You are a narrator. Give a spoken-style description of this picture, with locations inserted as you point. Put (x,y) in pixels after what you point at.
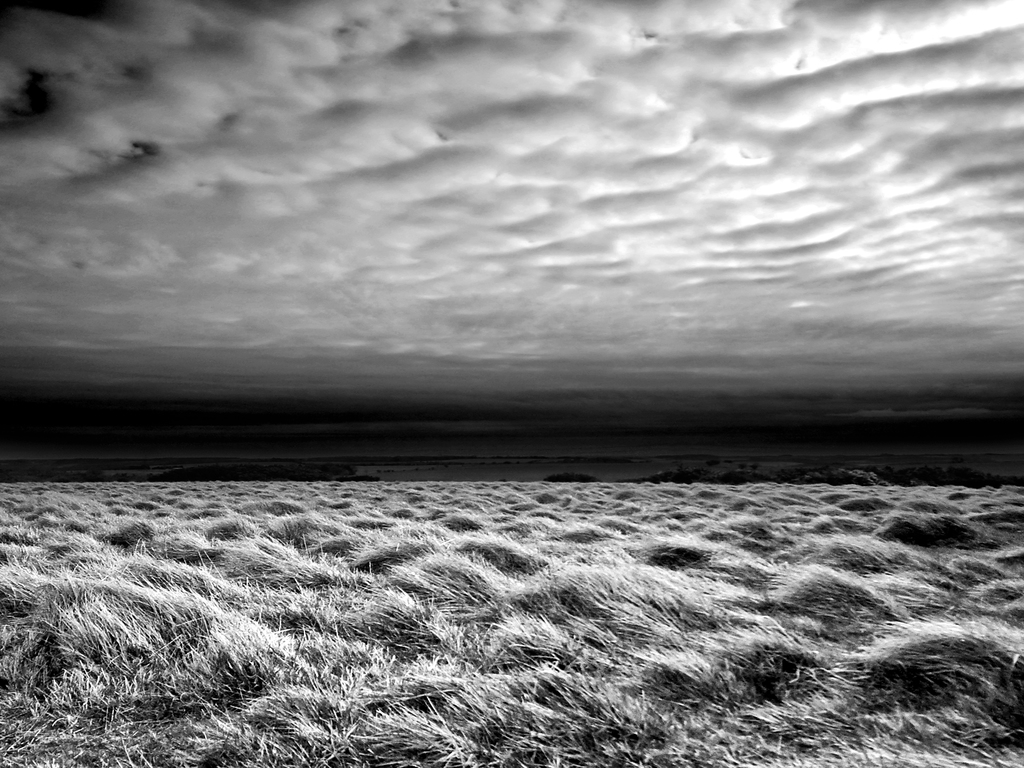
In this picture we can see the grass (404,538) and some objects (896,480) and in the background (279,258) we can see the sky (467,265) with clouds (531,265).
